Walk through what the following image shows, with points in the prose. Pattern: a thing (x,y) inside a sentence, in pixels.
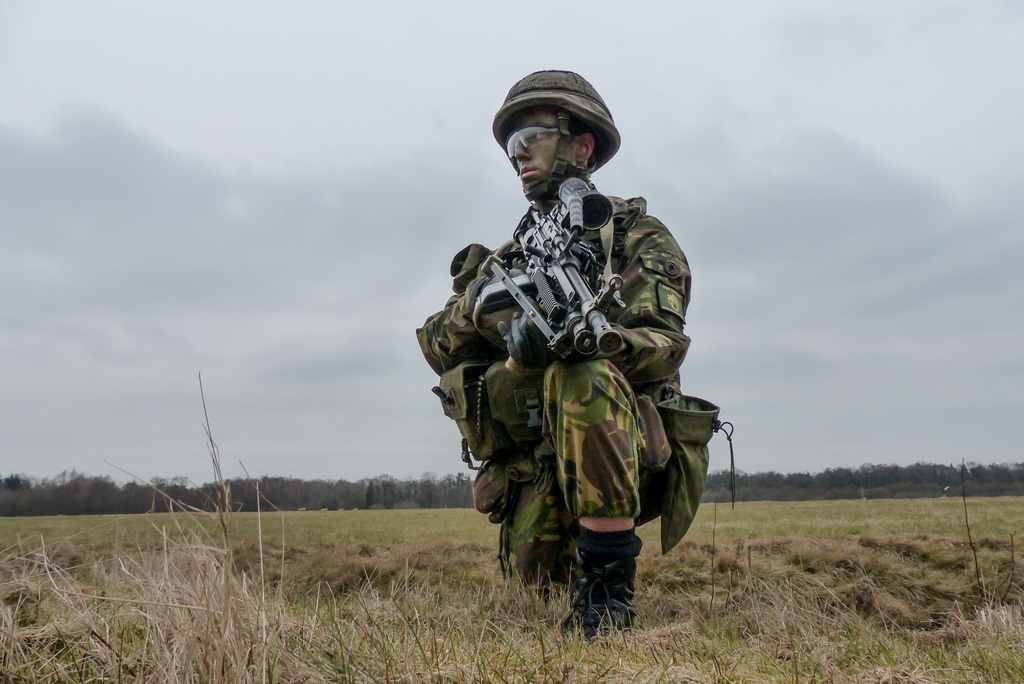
There is a person (641,383) on a greenery ground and wearing military dress (631,371) and holding a gun (587,328) on his hand (543,341) and there are trees (336,494) in the background (722,494).
